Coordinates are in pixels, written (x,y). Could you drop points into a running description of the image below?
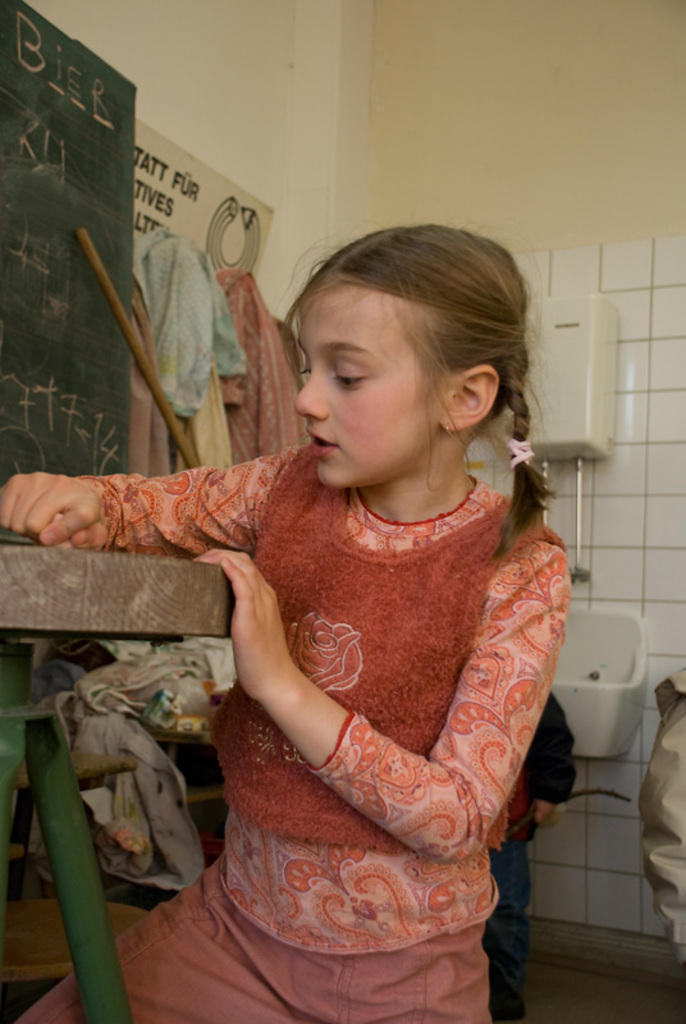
In this image we can see a girl (398,908). She is wearing orange color dress (320,892), beside her one table (90,587) is there and one board (58,395) is there. Back of her a tile wall (624,364) is present and clothes (233,342) are attached to the wall (658,624).
